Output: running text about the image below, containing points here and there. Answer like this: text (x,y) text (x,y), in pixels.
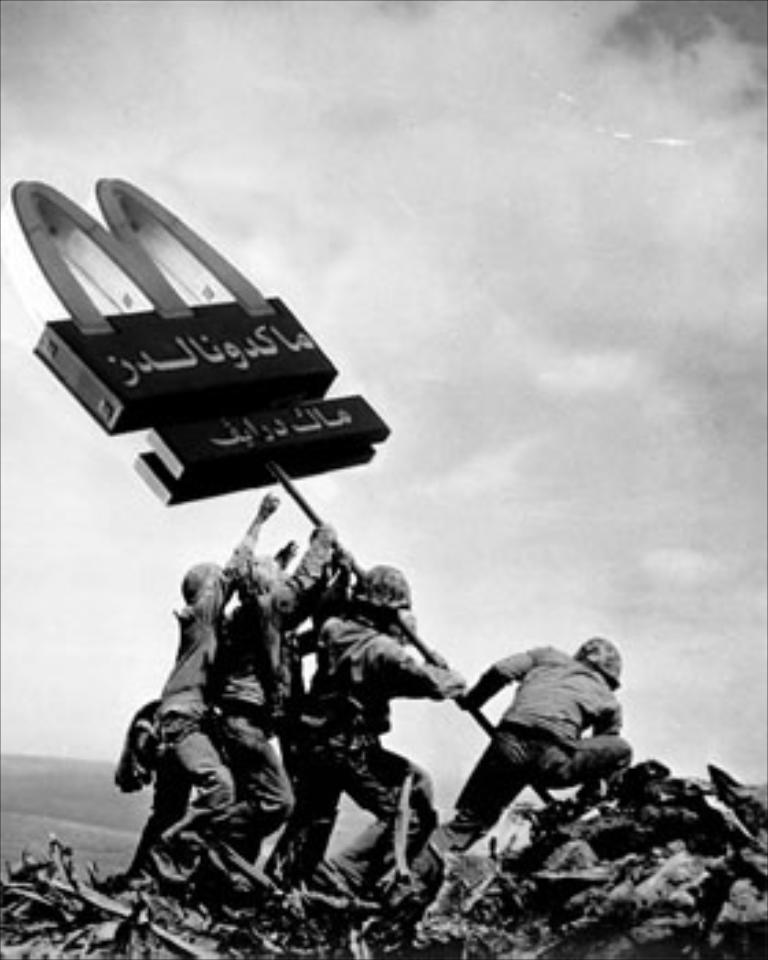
This is black and white image in this image there are four persons (416,669) lifting a board (295,466).
